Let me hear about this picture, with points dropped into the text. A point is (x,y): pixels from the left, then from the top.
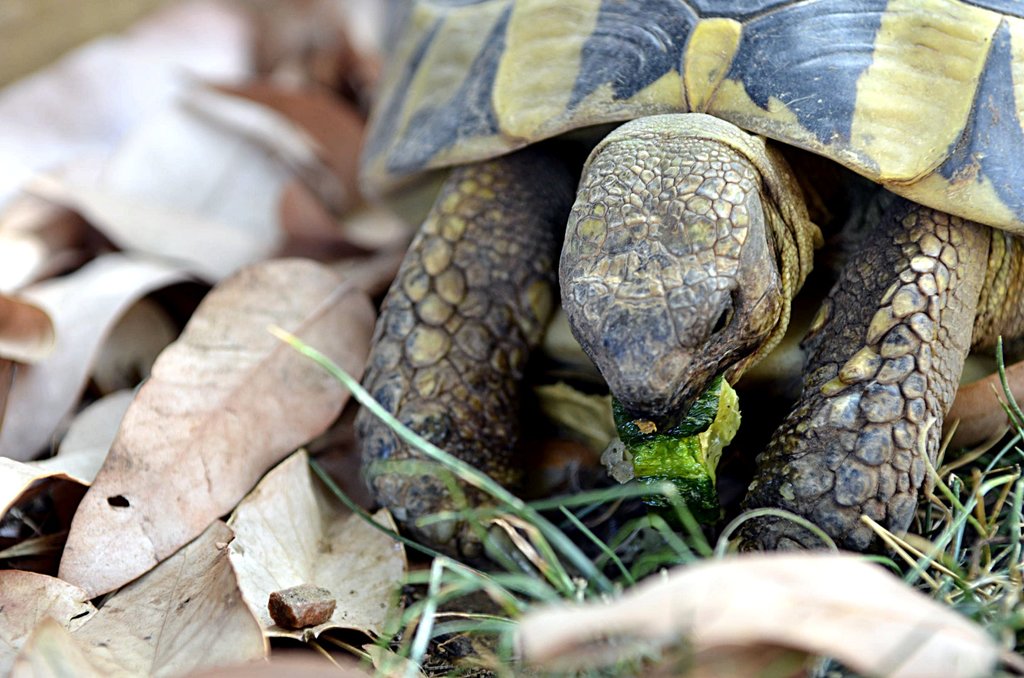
In this image there is a tortoise (418,512), grass (439,517), leaves (100,308).
